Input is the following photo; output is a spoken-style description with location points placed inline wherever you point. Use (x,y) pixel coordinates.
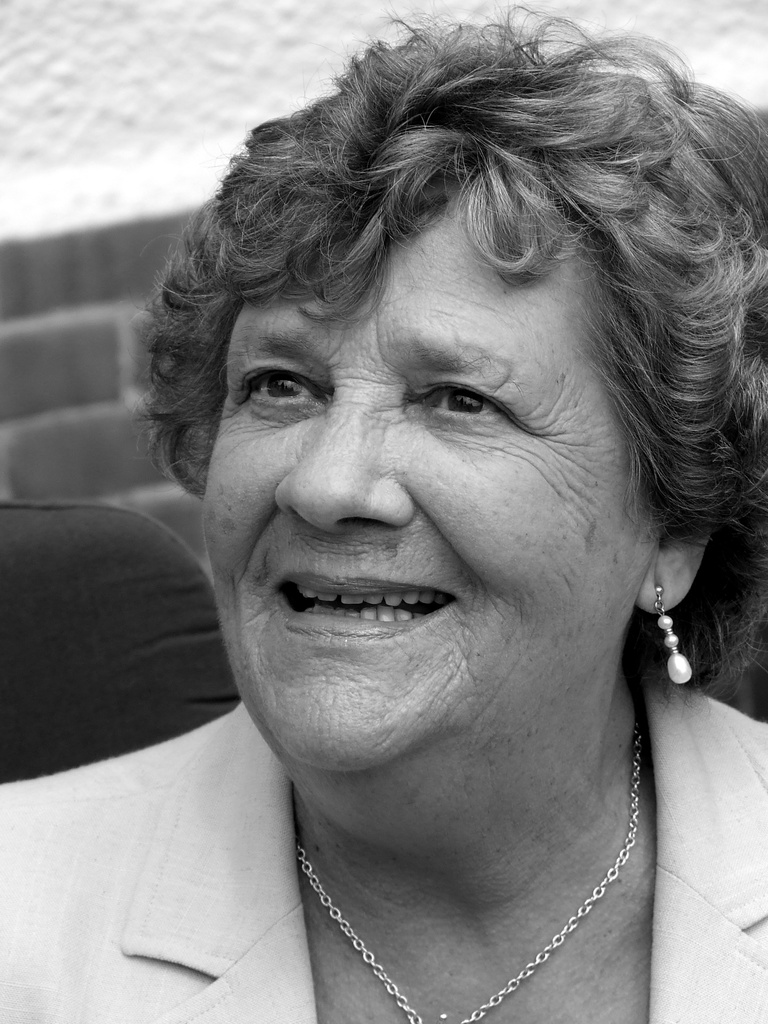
This is a black and white image where In the foreground of this picture (522,584), there is a woman (536,801) in suit (225,858) having smile (395,614) on her face (364,601) is sitting on a black chair (79,572). In the background (163,107), there is a wall (50,129).
